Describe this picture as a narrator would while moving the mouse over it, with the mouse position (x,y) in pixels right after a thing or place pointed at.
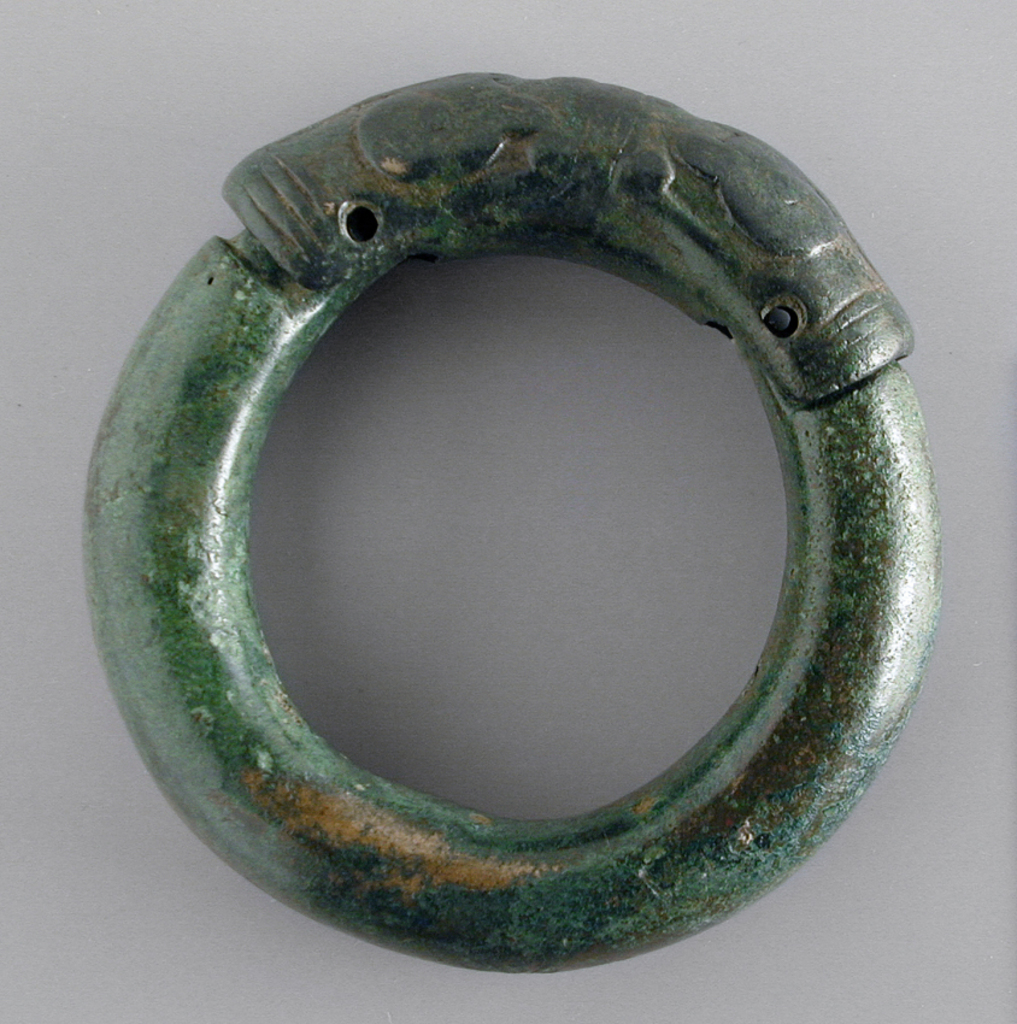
In the image we can see there is a ring (789,748) made up of bronze (554,933).
